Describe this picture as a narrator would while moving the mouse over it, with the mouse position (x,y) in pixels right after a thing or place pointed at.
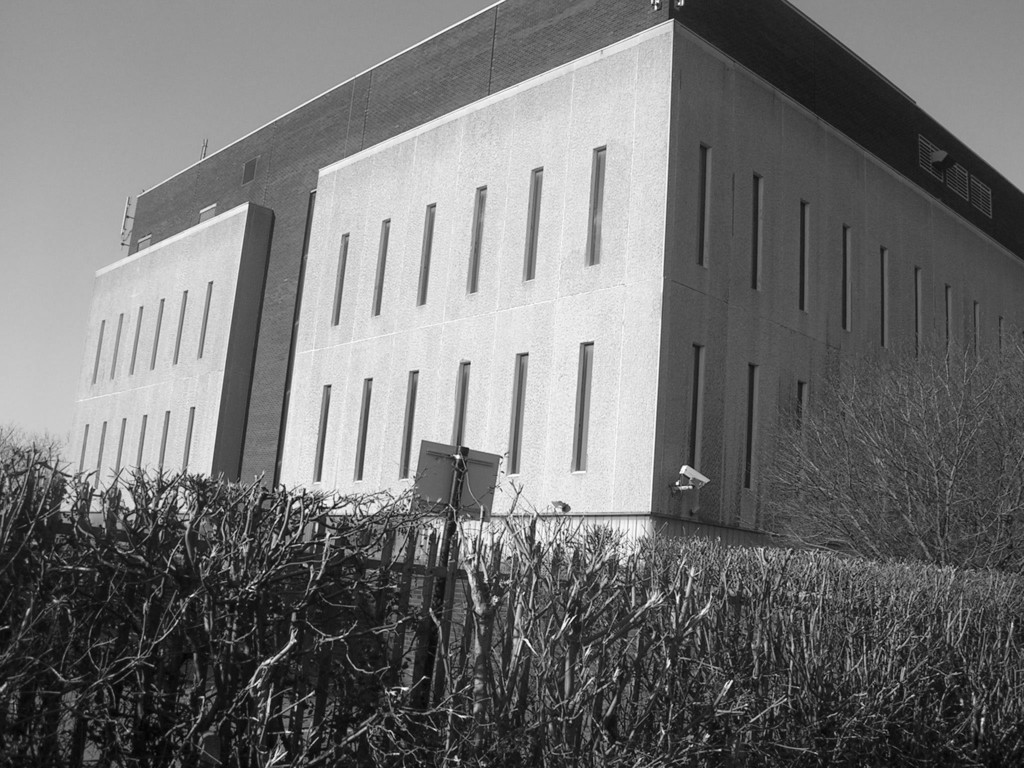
Here there is a building (581,213), these are plants (652,660).
